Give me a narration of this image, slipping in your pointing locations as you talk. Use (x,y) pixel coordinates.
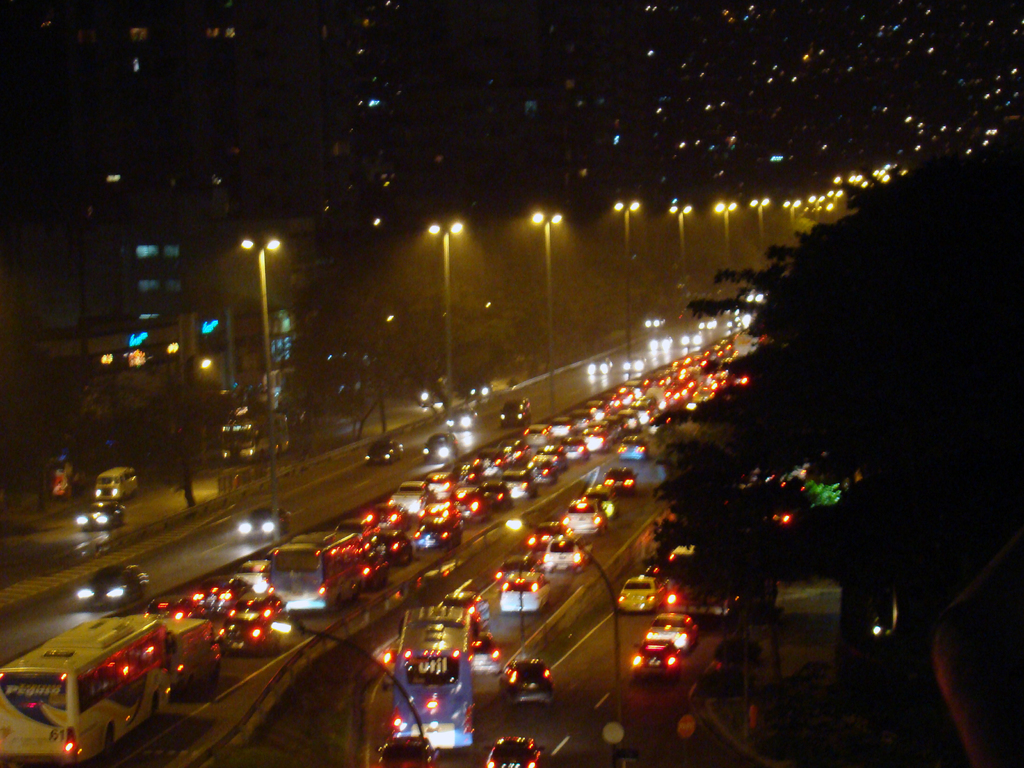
In the picture we can see some vehicles (2,674) which are moving on road (42,545), there are some lights (664,348) and in the background of the picture (546,48) there are some buildings (61,365), on right side of the picture (817,385) there are some trees (824,291).
